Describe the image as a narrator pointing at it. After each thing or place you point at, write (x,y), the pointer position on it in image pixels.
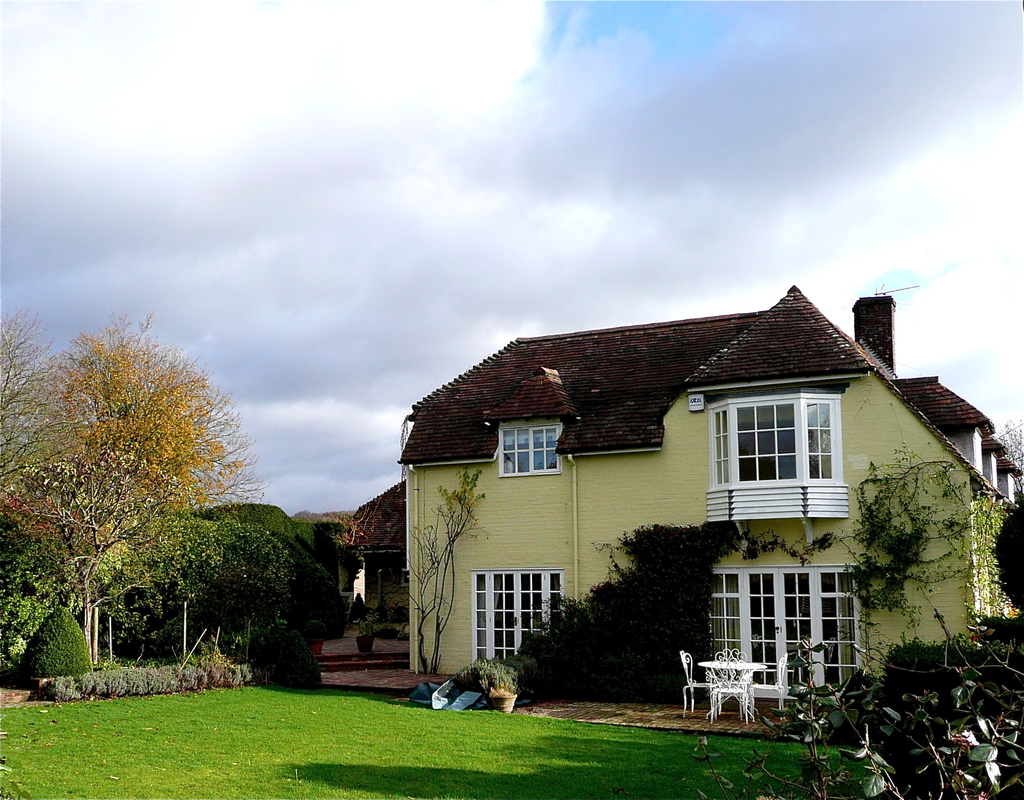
In this image I see a house (601,423) which is of brown and light yellow in color and I see the windows (806,590) and I see chairs (741,657) and a table (738,669) over here and I see the creepers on the wall (931,552) and I see the grass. I can also see the bushes (67,647), plants (133,657) and I see the trees (195,387). In the background (47,270) I see the sky (235,287) which is cloudy.
